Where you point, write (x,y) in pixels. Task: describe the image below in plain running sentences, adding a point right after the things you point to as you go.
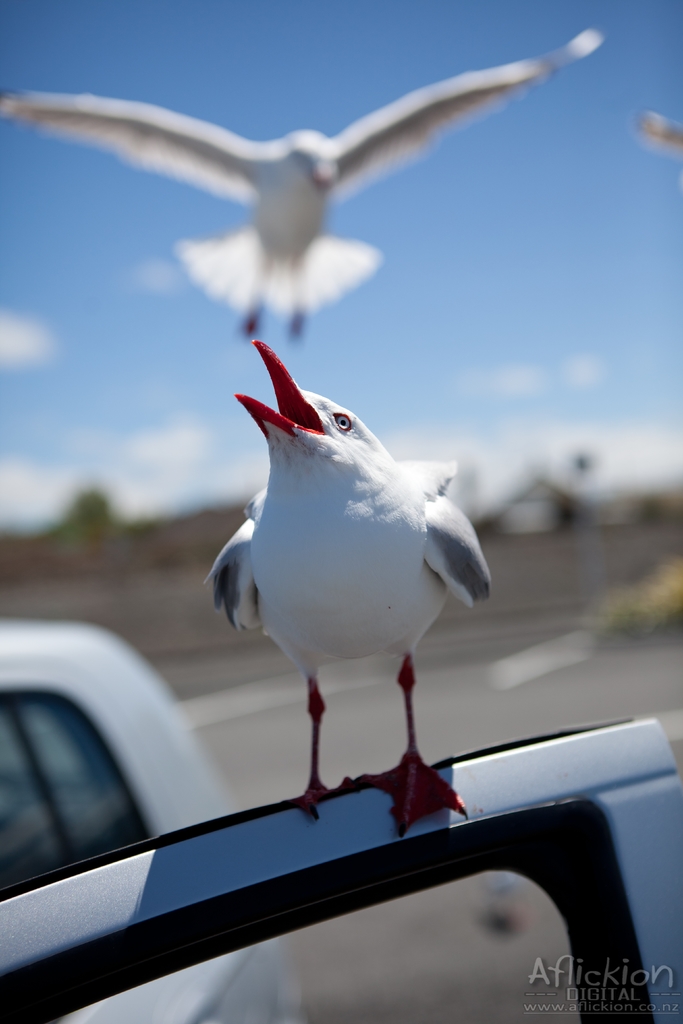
In the picture we can see a bird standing on the opened door (186,887) of the car (199,887) and behind it, we can see another bird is flying and in the background (14,386) we can see the sky (605,472) with clouds (617,482).
